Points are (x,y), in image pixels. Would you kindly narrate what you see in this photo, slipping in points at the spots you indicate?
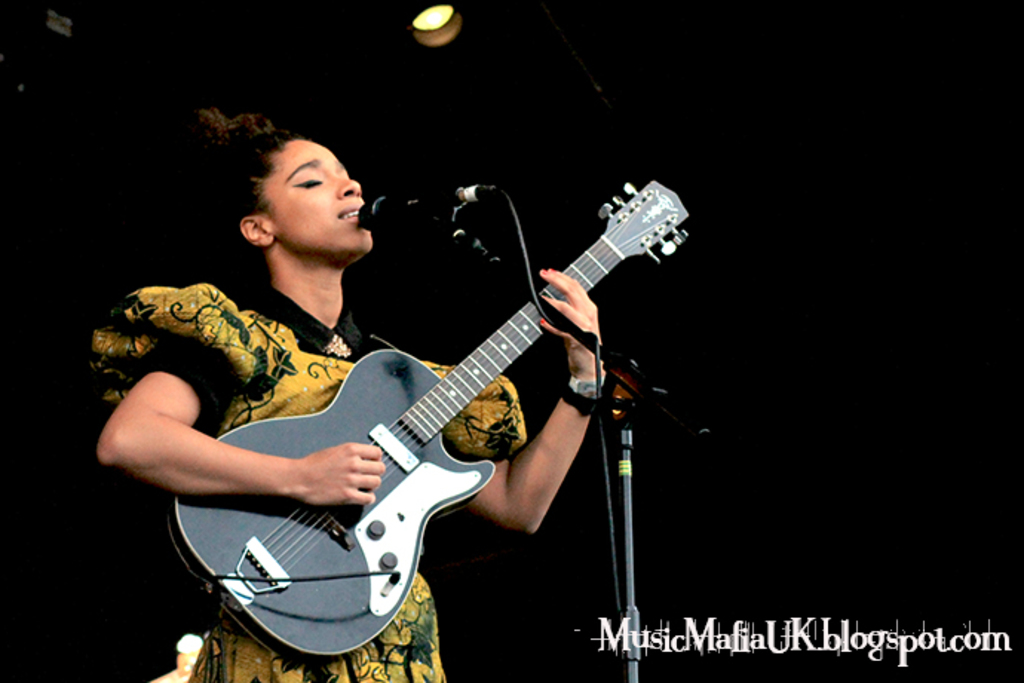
It looks like a music show, a woman (265,385) is holding guitar (387,437) in her hand (384,475) she is singing a song, the background (662,149) is completely black.
